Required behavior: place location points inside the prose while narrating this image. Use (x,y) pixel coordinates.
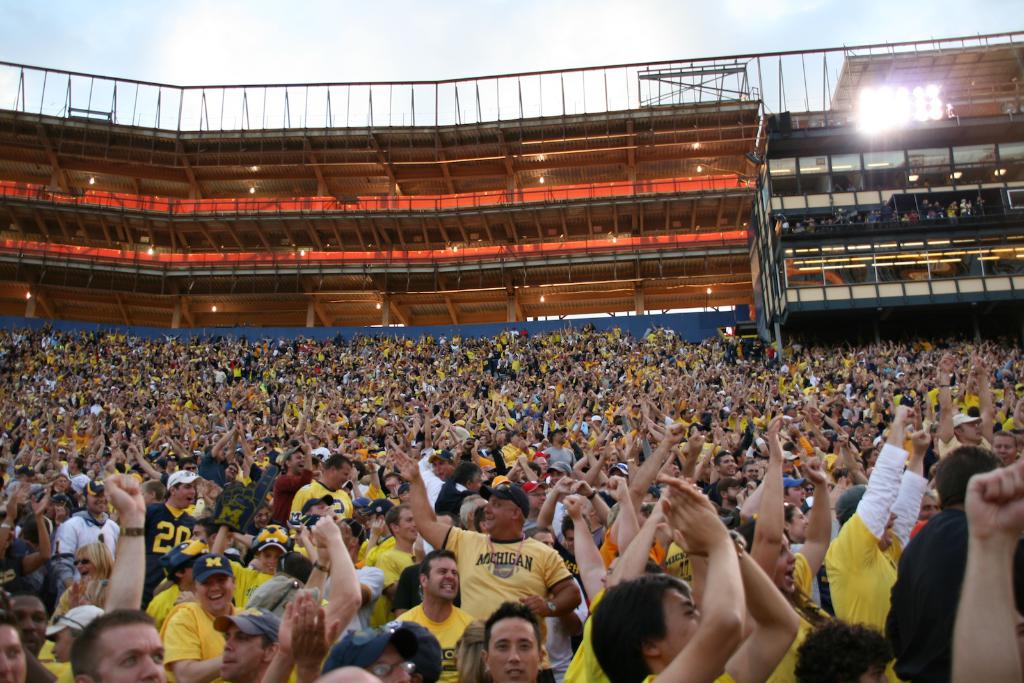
There are groups of people (294,382) standing. I think this is a stadium (842,251). These look like buildings (871,263). Here is the sky (399,89).
